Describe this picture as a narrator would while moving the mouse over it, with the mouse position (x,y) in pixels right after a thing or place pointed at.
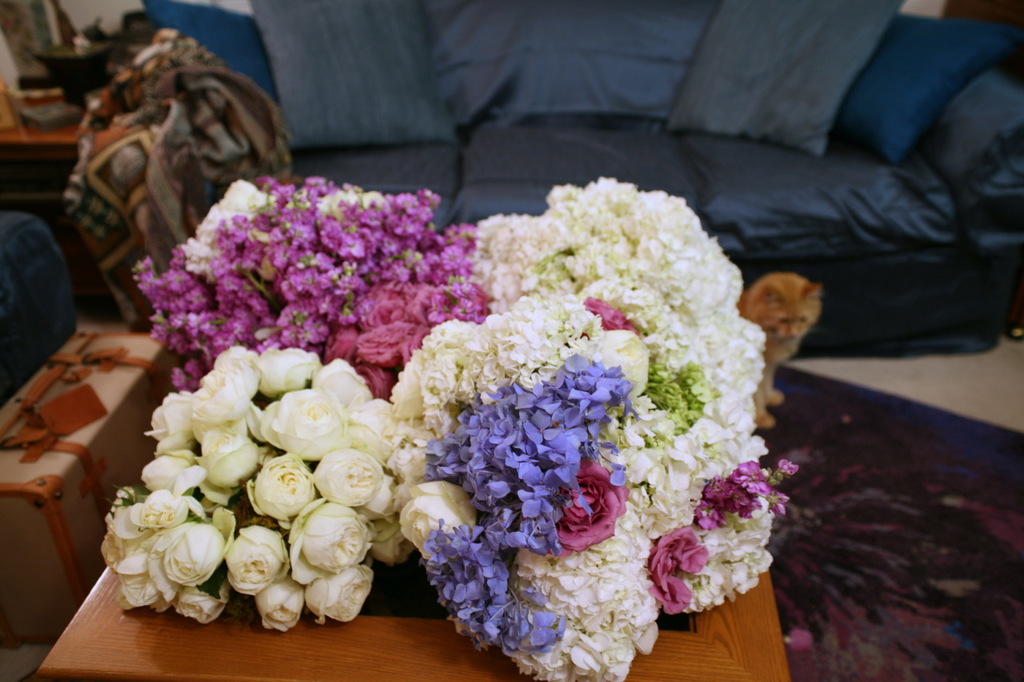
In this image in the center (578,419) there are some flowers (580,387), on a table (745,644) and in the background (462,32) there is a couch (658,163). On the couch (928,126) there are pillows (793,129) and on the floor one cat (775,301), and on the left side (83,418) there are suitcases (79,406) and table (15,170) and some objects (67,79). And on the couch (537,103) there is one blanket (165,119), at the bottom (858,518) there is floor (915,392). On the floor (963,387) there is carpet (876,523).
